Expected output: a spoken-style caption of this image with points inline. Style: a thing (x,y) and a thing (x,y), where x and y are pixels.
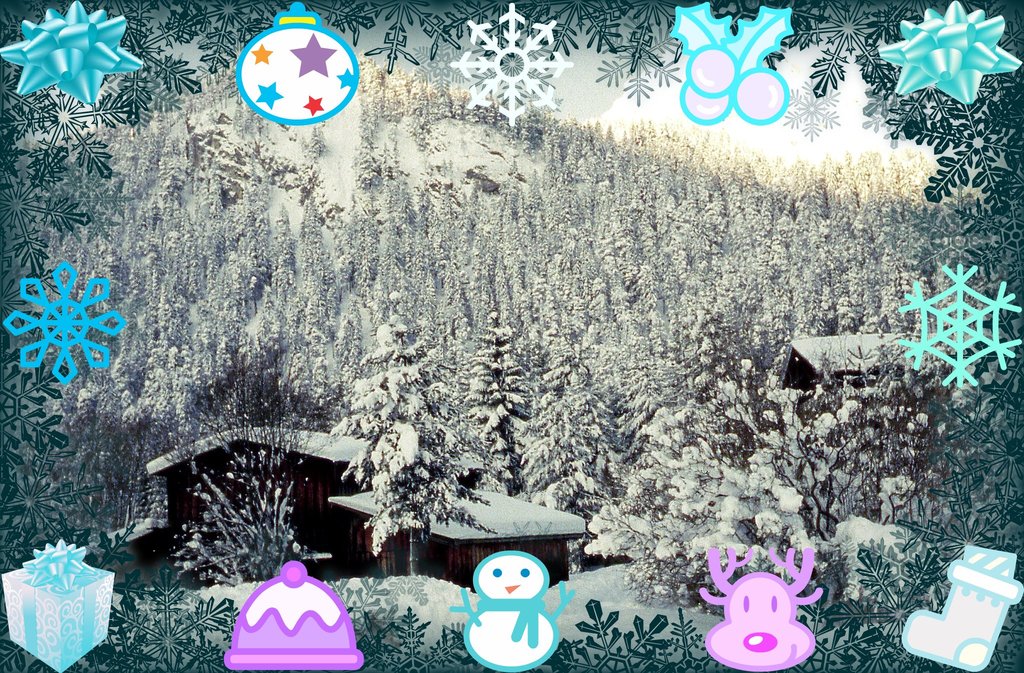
It is a graphical image. In the image we can see some trees (522,406), house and snow (369,399).
